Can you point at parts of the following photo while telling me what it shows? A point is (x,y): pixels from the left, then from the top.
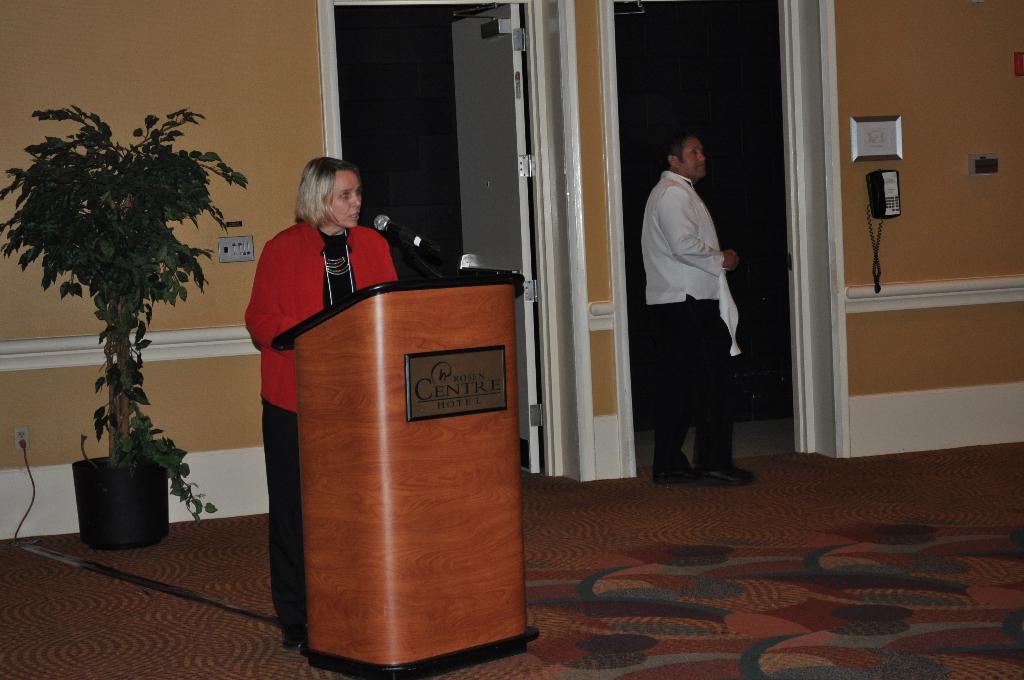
In this picture we can see two people (290,494) on the ground (710,596), here we can see a podium (454,533), mic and in the background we can see a wall (252,432), house plant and a telephone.
